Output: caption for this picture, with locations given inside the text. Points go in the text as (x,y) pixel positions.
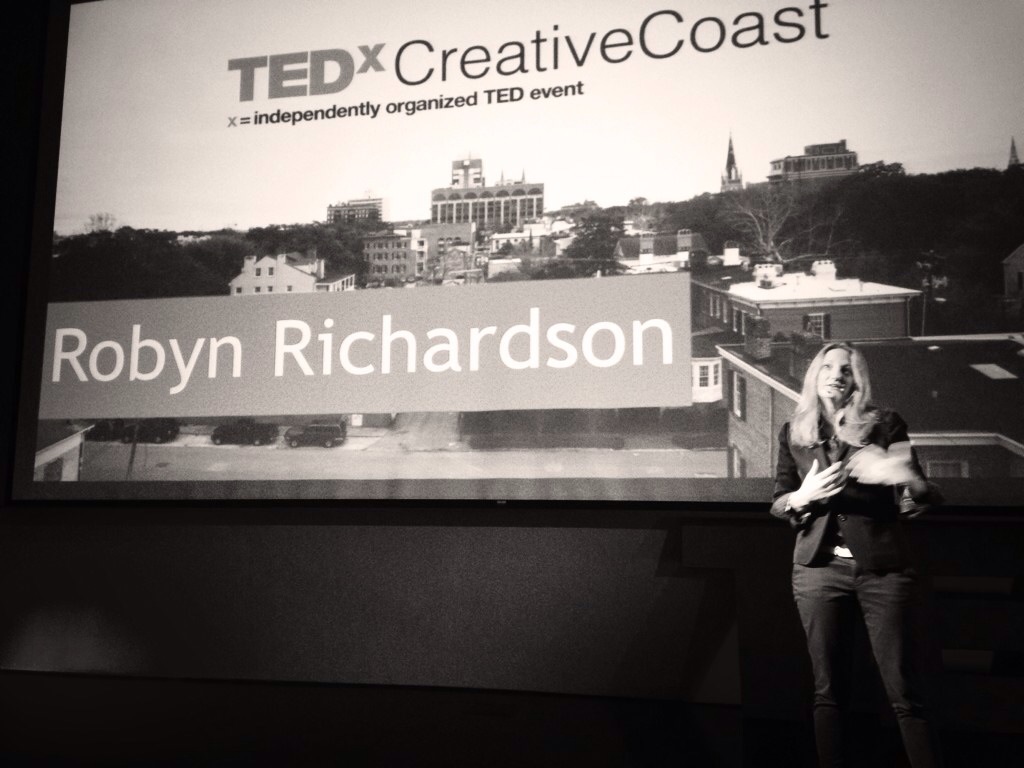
This is a black and white image. On the right side of the image (838,598) we can see a woman (860,555) standing on dais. In the background (280,269) we can see screen (461,389). On the screen (329,248) we can see building (311,259), trees (567,251), road (406,450), vehicles (292,441), text (582,31) and sky (580,149).
